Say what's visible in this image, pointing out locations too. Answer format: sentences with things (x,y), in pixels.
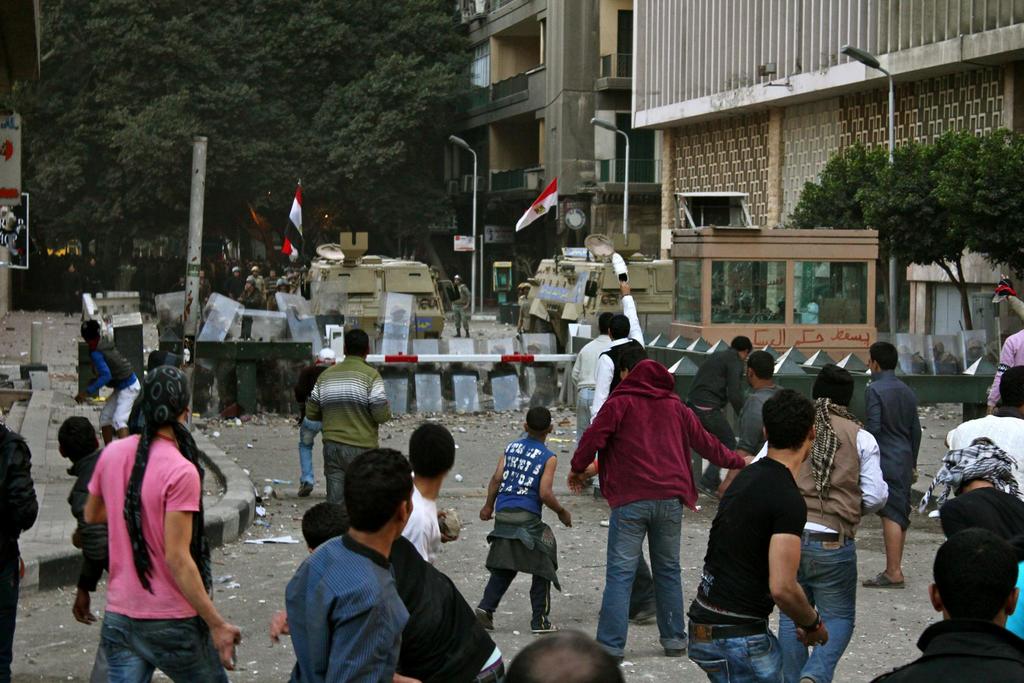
In this image we can see some people (541,512) on the road (573,611) and we can see the barricades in the middle of the road (469,426) and there are few vehicles (365,294). We can see flags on the vehicles (608,308) and there are few street lights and we can see some buildings (582,76) and trees (77,95).
